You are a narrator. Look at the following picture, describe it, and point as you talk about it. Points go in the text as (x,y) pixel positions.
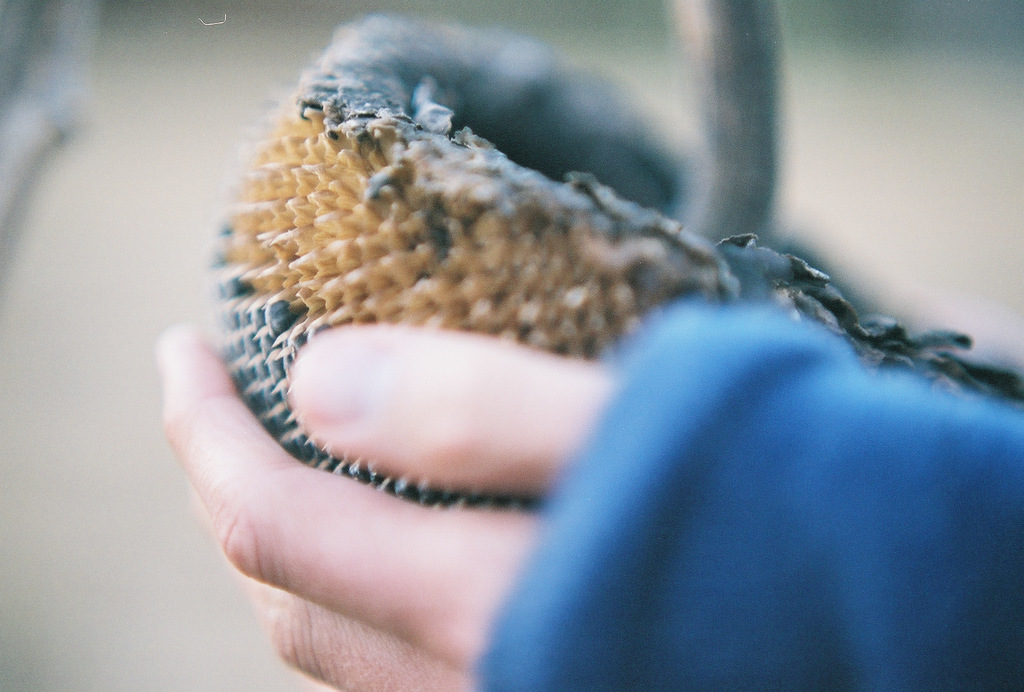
In this picture we can see a person hand (341,346) holding an object (477,246). In the background (624,85) it is blur.
